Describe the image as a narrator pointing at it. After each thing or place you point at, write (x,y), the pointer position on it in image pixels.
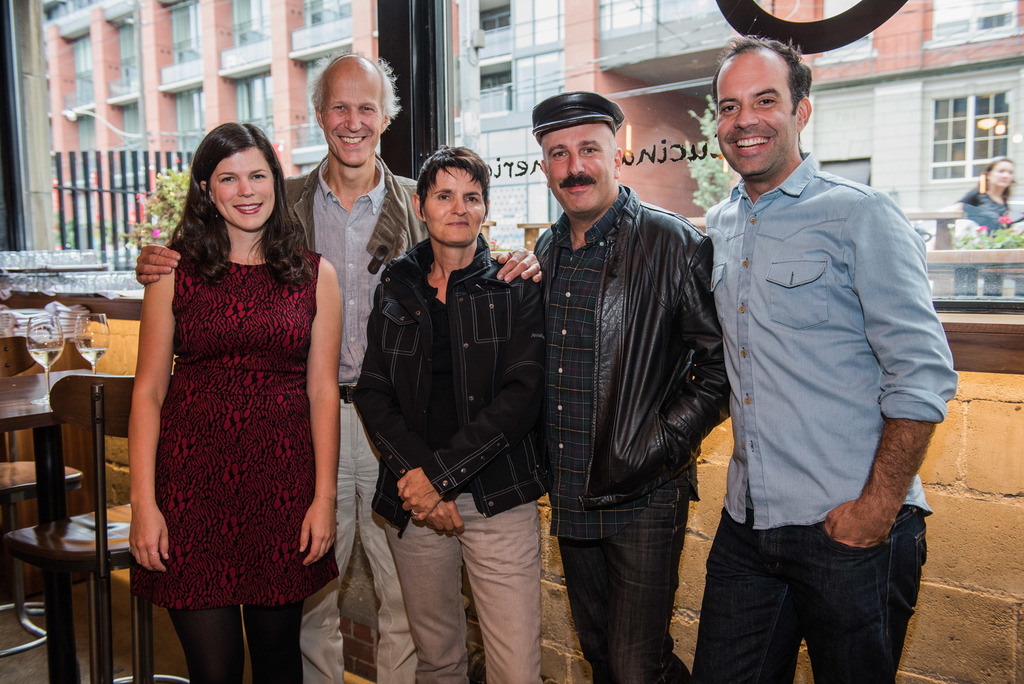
In this picture I can observe five members (442,284). Three of them are men (583,155) and two of them are women (418,451). All of them are smiling. In the background (270,43) I can observe building (212,107).
